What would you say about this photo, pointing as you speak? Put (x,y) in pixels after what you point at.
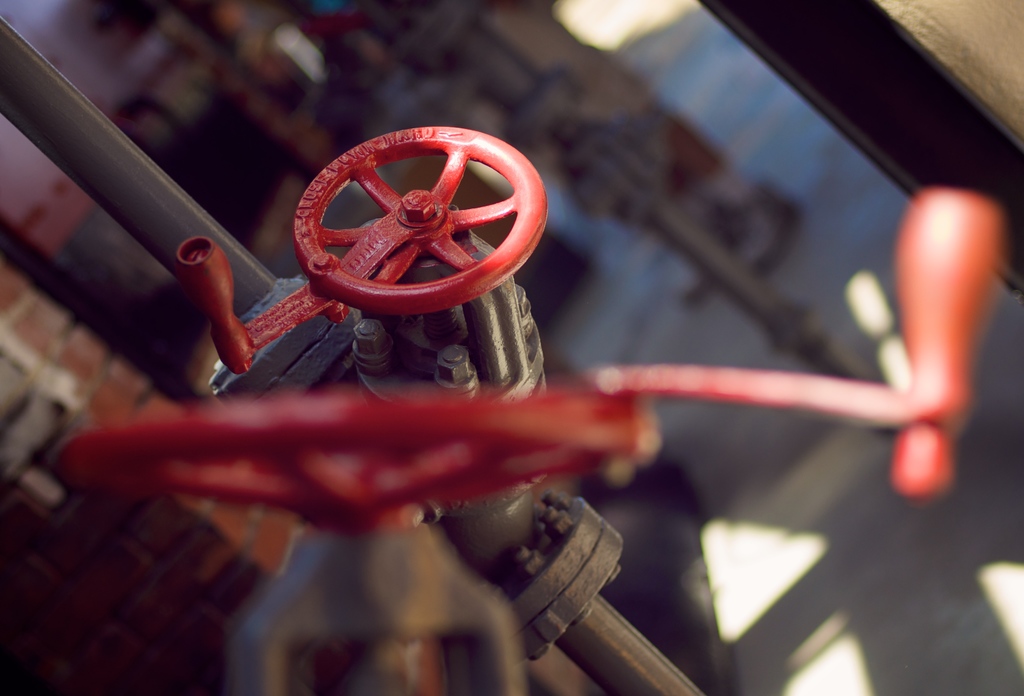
In the picture I can see red color taps (446,254) fixed to the pipe (65,124) and this part of the image is blurred and the background of the image (13,398) is also blurred.
